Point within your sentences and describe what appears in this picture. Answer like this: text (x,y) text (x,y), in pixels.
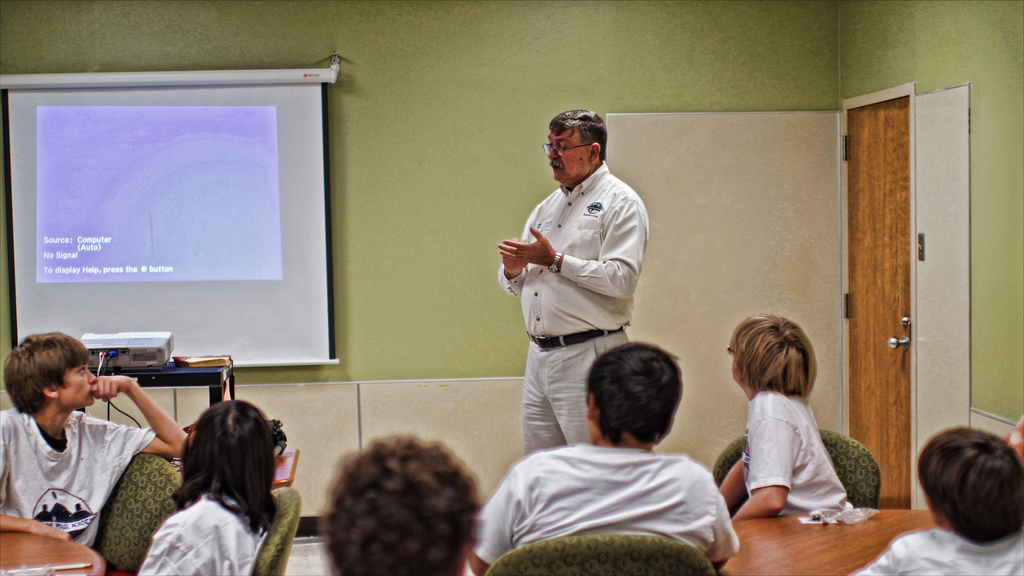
In this image at the bottom (398,539) we can see few persons (203,555) sitting on the chairs (641,558) at the tables (883,537) and there are objects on the tables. In the background (558,297) we can see a man (571,290) is standing, door (853,199), screen (157,220) on the wall (788,208), projector (111,358) and objects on a table (204,382).
